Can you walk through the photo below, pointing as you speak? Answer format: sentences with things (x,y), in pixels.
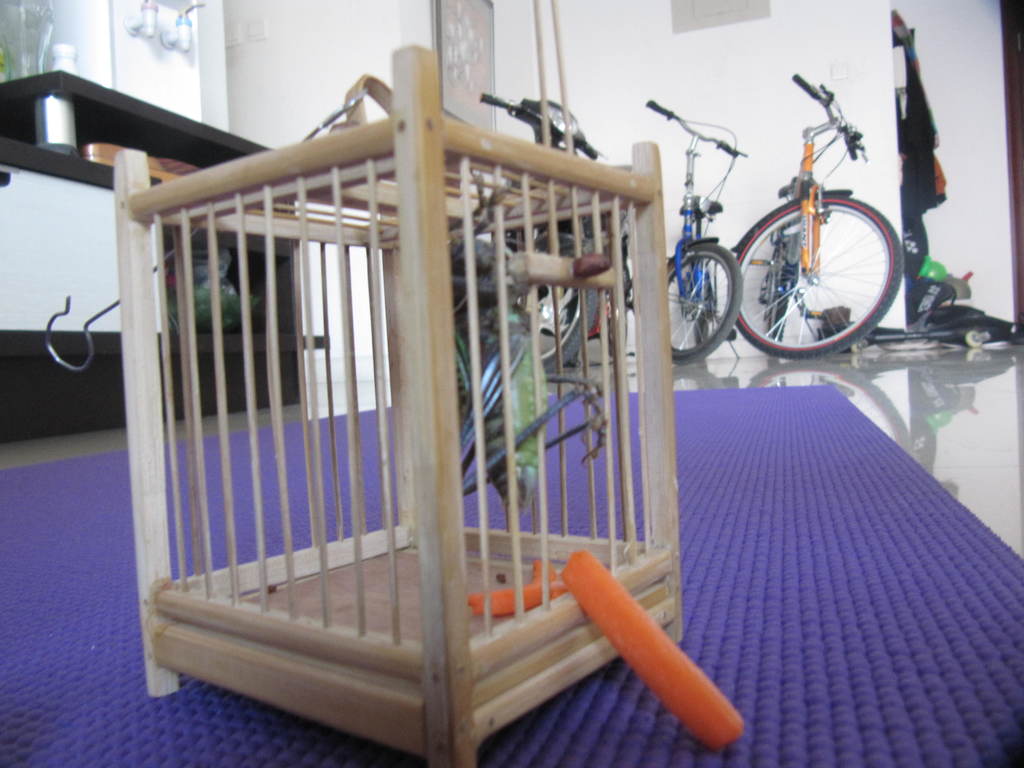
This image is taken indoors. In the background (520,50) there are a few walls (505,47) and three bicycles (828,211) are parked on the floor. On the left side of the image (162,21) there is a water dispenser (202,105) with taps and there is a shelf (29,177) with a few things (63,112) on it. At the bottom of the image (844,669) there is a mat (862,431) on the floor (744,376). In the middle of the image (501,371) there is a cage (423,513) on the mat (377,494) and there is a carrot (624,606) in the cage (516,584).
